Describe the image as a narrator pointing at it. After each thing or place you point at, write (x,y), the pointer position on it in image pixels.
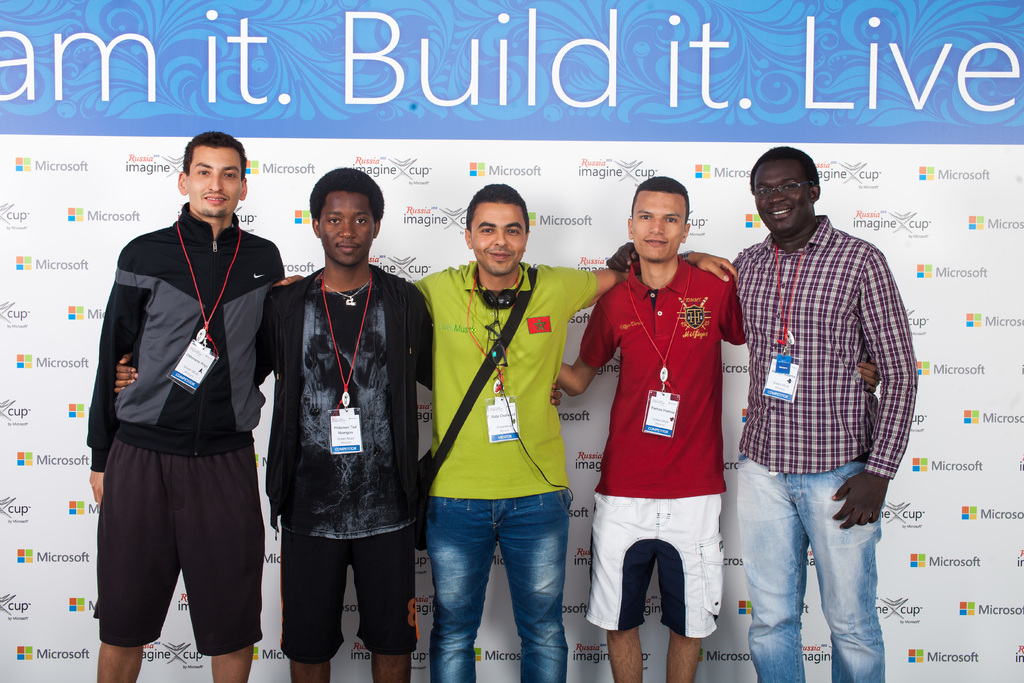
In this image we can see the people (628,336) standing and wearing id cards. In the background (929,188), we can see a banner (283,44) with text (674,91) and logos (959,469).
